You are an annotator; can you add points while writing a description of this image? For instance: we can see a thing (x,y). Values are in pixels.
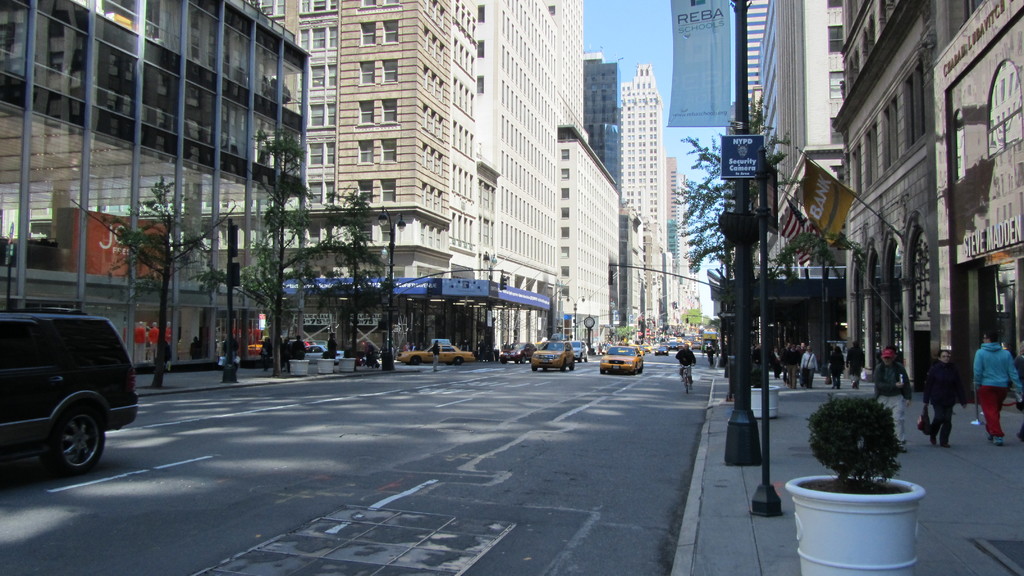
This picture shows few buildings (567,94) and we see trees (692,318) and few poles (394,285) on the sidewalk (736,517) and we see few vehicles (516,351) moving on the road (636,390) and people (833,352) walking on the sidewalk (274,376) and we see flags (816,230) to the building (866,258) and a clear sky (642,58).
